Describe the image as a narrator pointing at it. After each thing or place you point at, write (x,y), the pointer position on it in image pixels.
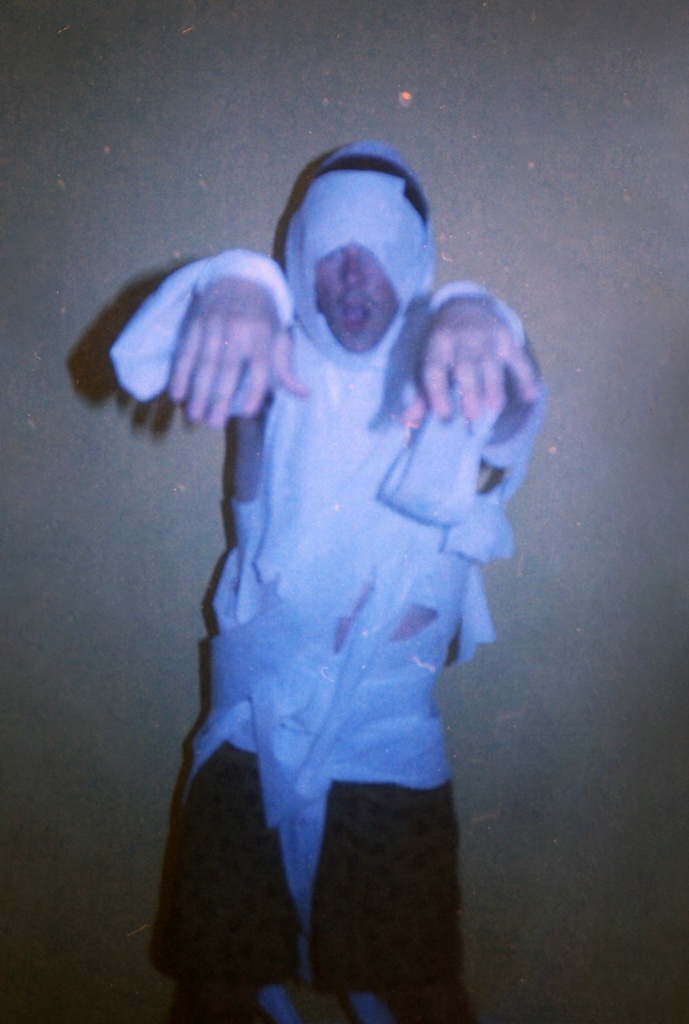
In this image I can see a person (370,593) wearing white and black colored dress (335,593) is standing.
